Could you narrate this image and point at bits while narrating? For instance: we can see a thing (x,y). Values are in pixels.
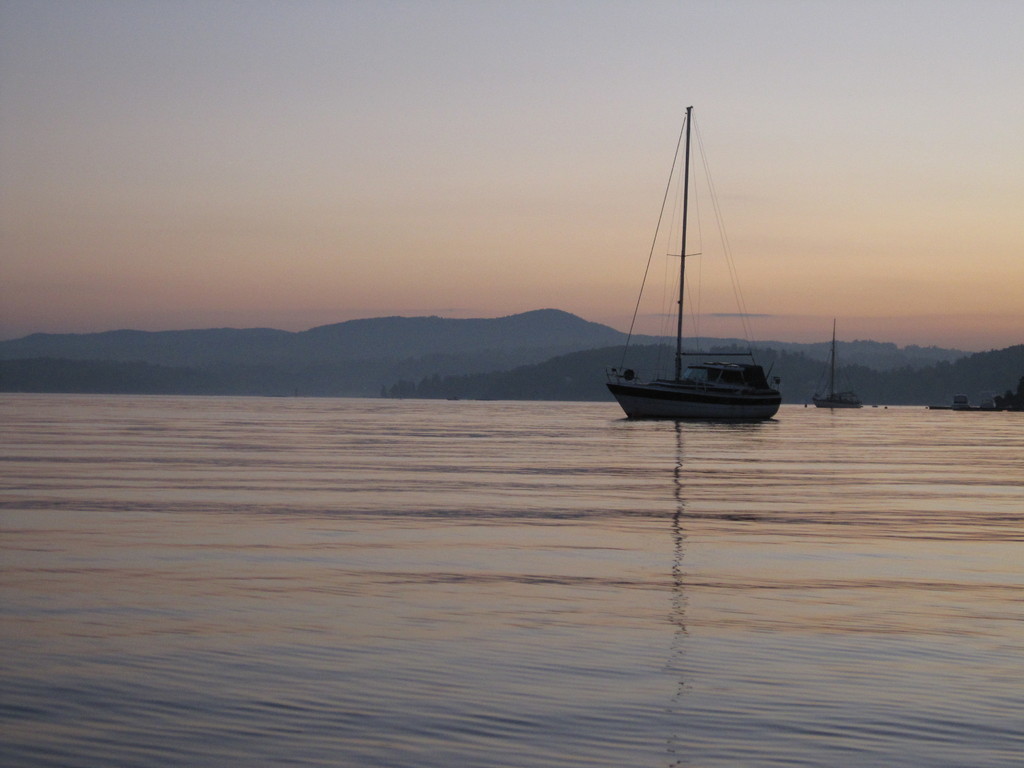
In this image we can see a boat (684,418) on the surface of the river (657,549). In the background (304,354) we can see hills (420,343). Sky (468,161) is also visible.
